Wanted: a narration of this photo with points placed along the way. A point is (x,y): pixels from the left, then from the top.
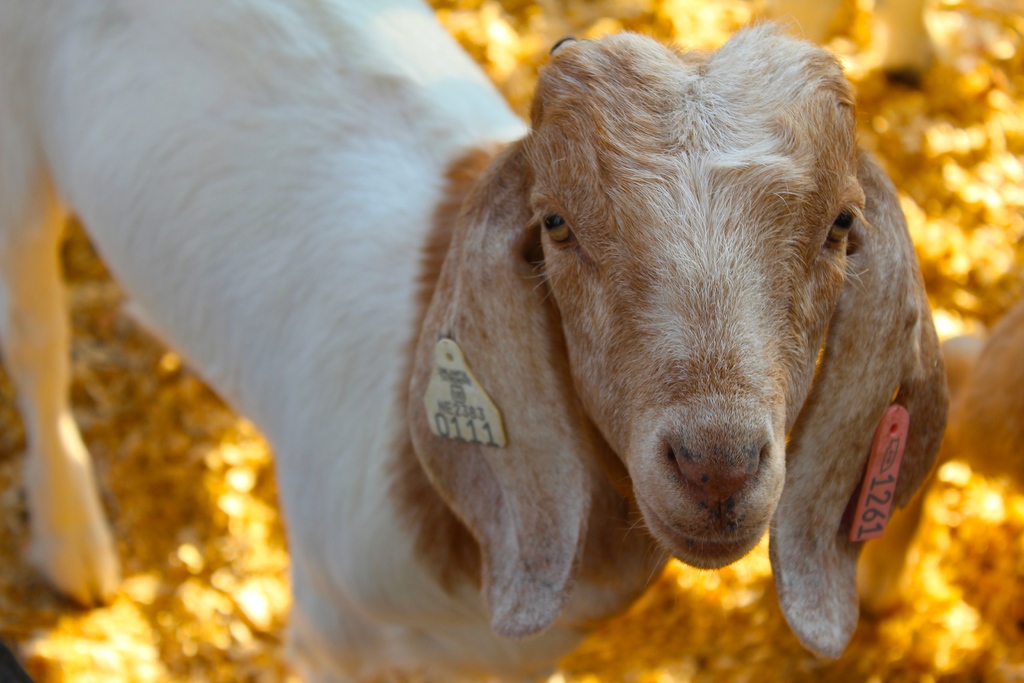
In this image there is a goat (490,337) with some tags (431,410) on its ears (535,345).
